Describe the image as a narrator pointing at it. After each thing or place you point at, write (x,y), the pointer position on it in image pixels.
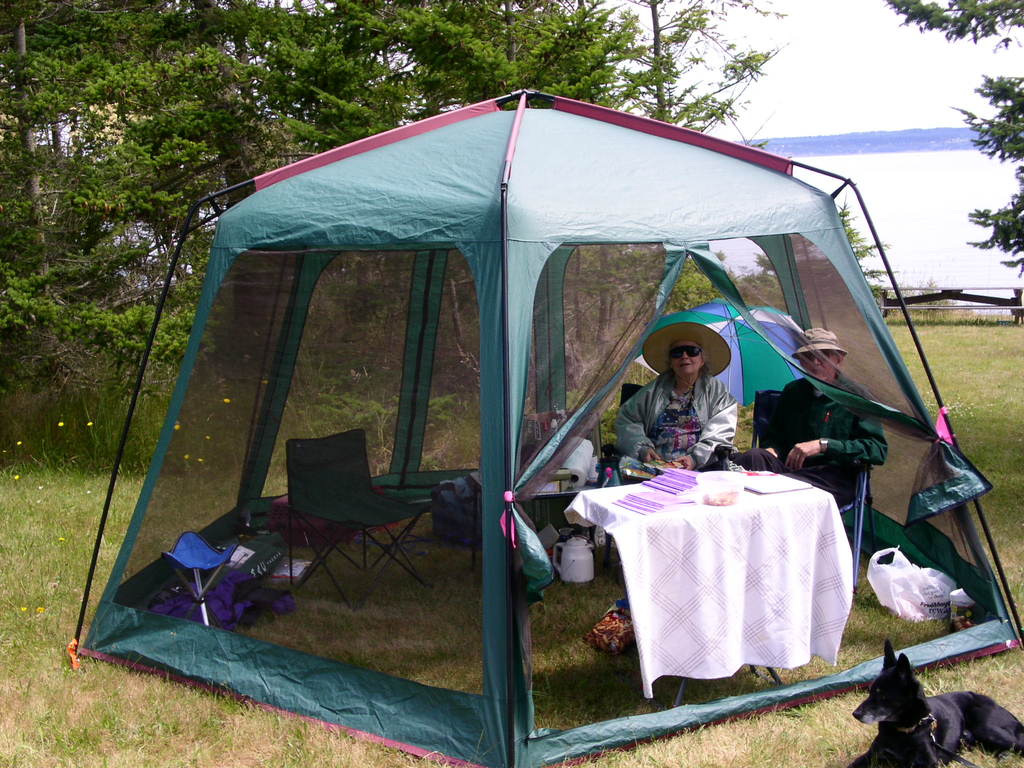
In this picture there are two people (698,377) sitting on chairs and we can see box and objects (647,510) on the table (773,492), cover (675,491), chair (205,567), kettle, umbrella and objects (590,458). There is a dog (921,753) sitting on the grass (856,740) and we can see trees (1014,264) and plants (761,299). In the background of the image (938,208) we can see water (908,182) and sky (888,42).
